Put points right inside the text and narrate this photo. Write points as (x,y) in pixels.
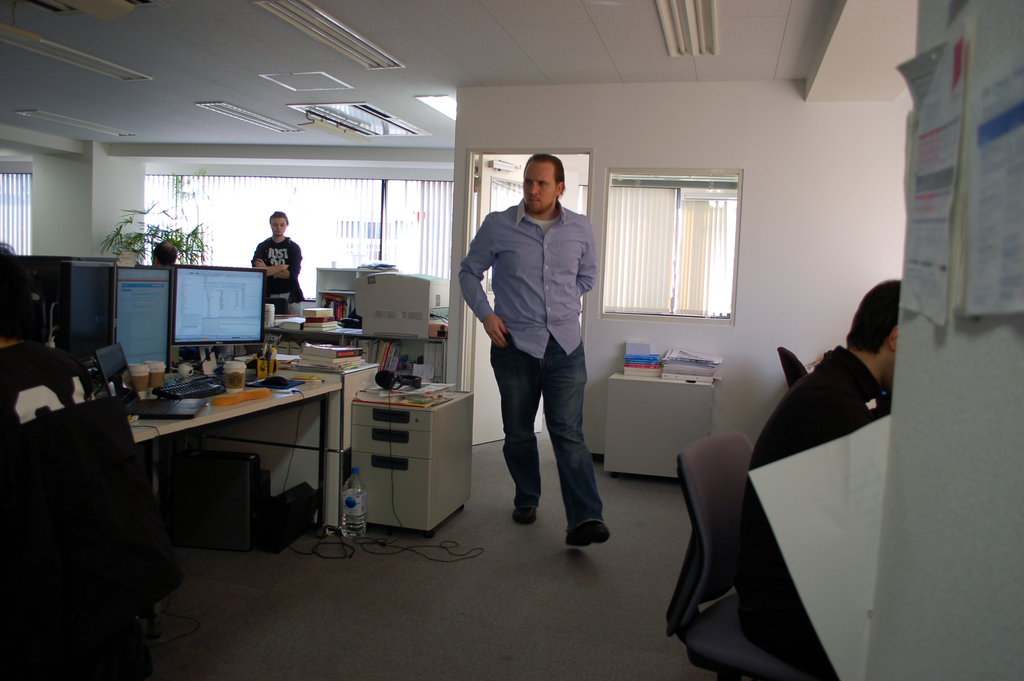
In this image, There is a floor (516,622) which is in gray color, There are some tables (292,402) in white color on that table (138,428) there are some computers (197,326), In the middle (513,250) there is a man (499,256) walking, In the right side (785,602) there is a person (790,455) sitting on the chair (739,548), In the background (751,295) there is a wall (721,111) in white color on that wall (527,111) there is a window (679,249), In the top (556,51) there is a white color roof (408,54) and there are some lights (356,52) on the roof (238,32).
